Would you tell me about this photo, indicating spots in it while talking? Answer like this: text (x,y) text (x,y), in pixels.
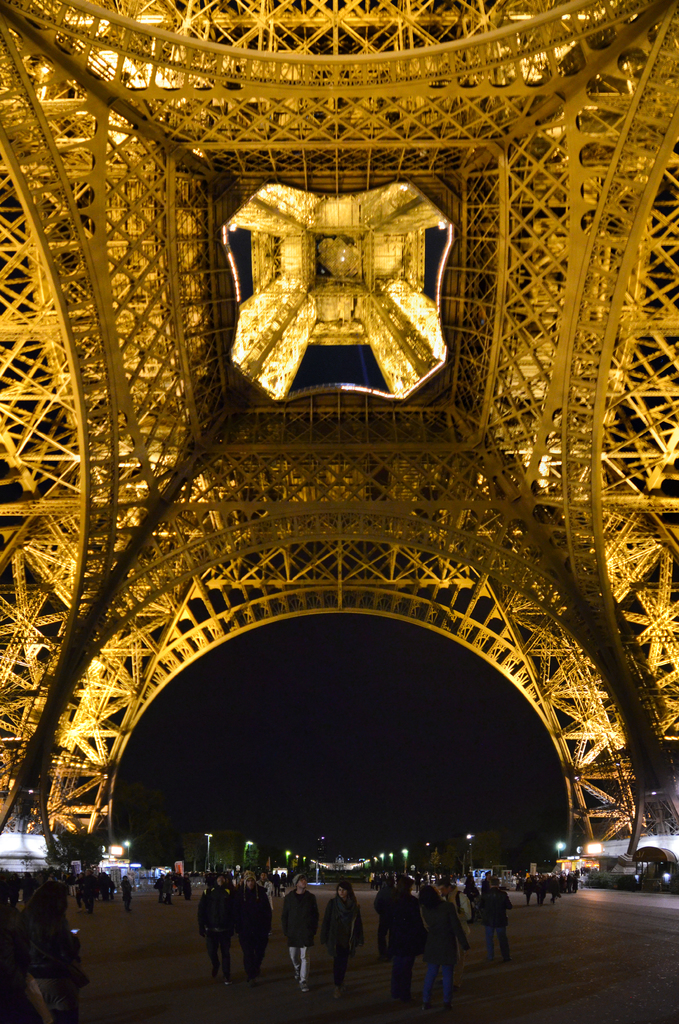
In this picture we can see the Eiffel tower (232,446), at the bottom (33,906) there are some people (329,927) walking, we can see lights (376,856) and trees (226,841) in the background (405,858).
